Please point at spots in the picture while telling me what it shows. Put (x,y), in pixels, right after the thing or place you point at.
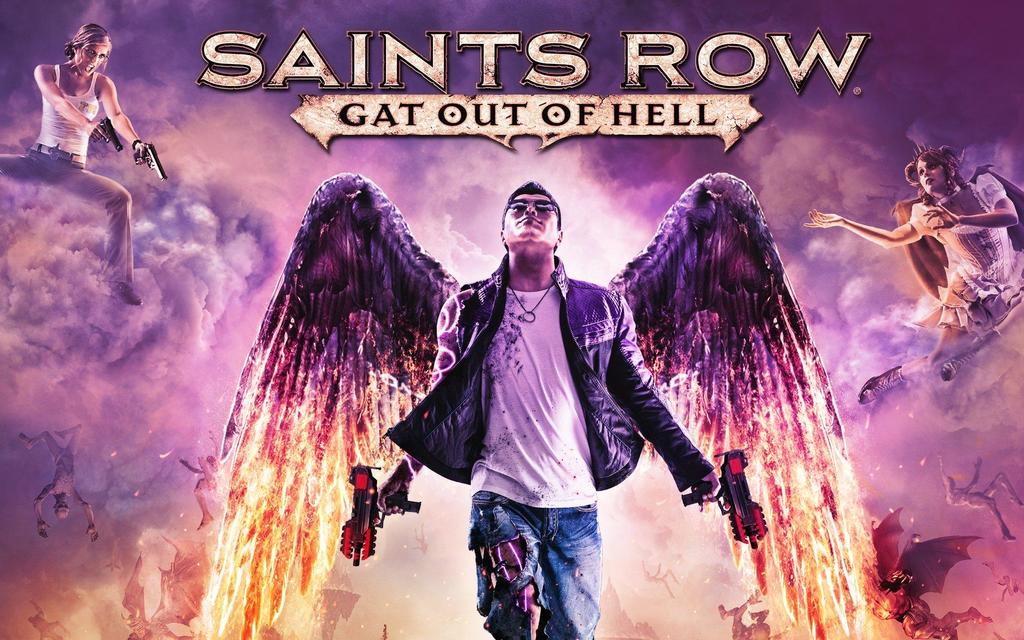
This image consists of a poster (510,542). In the middle of the image (524,340) there is a man (520,405) walking by holding two guns (409,509) in the hands (377,490) and there are two wings (639,296) to his shoulders (481,319). On the right side (986,242) there is a person (938,276). On the left side (64,146) there is a woman (76,175) holding two guns (155,158) in the hands (141,150). At the top of this image (415,101) I can see some edited text (331,77). In the background (276,180), I can see the clouds (581,174).
